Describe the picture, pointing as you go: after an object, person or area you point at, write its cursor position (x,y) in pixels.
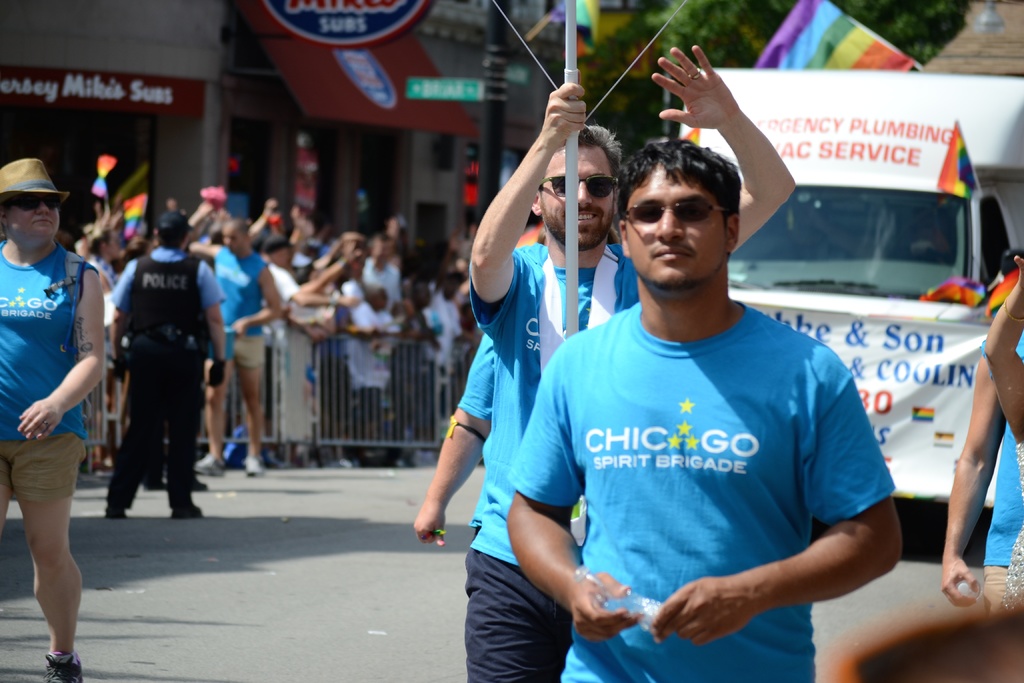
In this image in the front (662,398) there are persons (517,337) walking. In the background (890,273) there is a vehicle (861,285) with some text (909,131) and banners (881,414) on it and there are persons (243,269) standing and there is a fence (405,377) and there are trees (691,35) and there are buildings (226,86) and on the buildings (159,67) there are boards (359,70) with some text (374,74) written on it.
